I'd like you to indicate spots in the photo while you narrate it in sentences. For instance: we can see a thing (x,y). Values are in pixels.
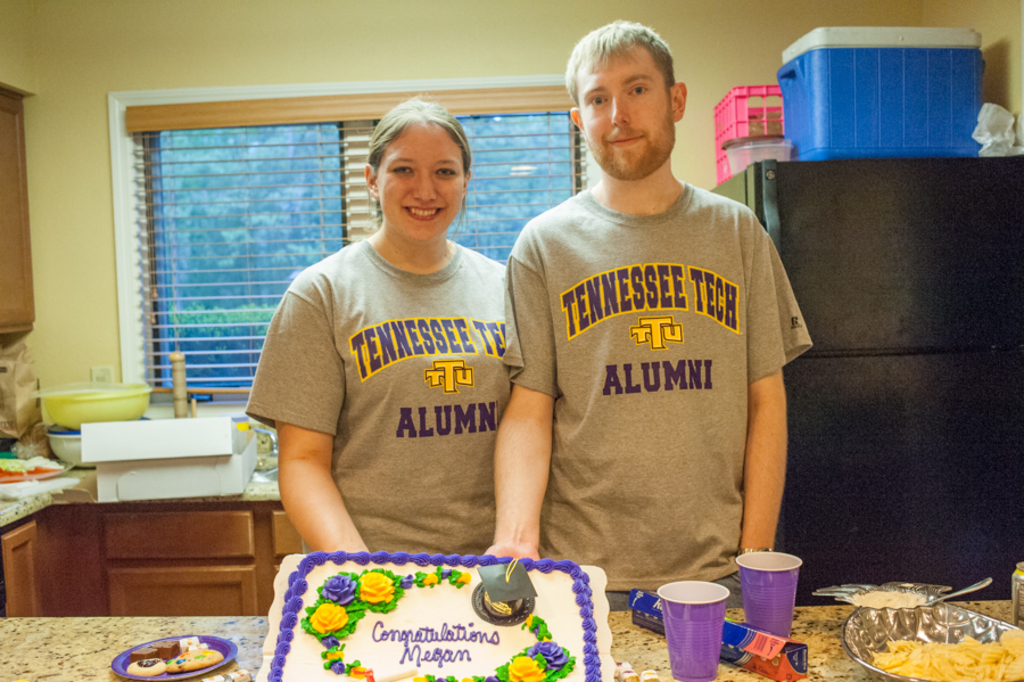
In the middle of the image (573,340) two persons (577,213) are standing and smiling. In front of them there is a table (19,631) on the table (2,654) there is a cake (363,625) and plate (122,654) and cups (684,627) and bowl (928,623) and spoons (971,589). Behind them there is a glass window (219,164) through the glass window (219,245) we can see some plants (221,318) and trees (276,151). Top right side of the image (898,99) there are some products (887,92). Top left side of the image (149,43) there is a wall (45,104). Bottom left side of the image (205,486) there is a table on the table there are some products (49,404).
